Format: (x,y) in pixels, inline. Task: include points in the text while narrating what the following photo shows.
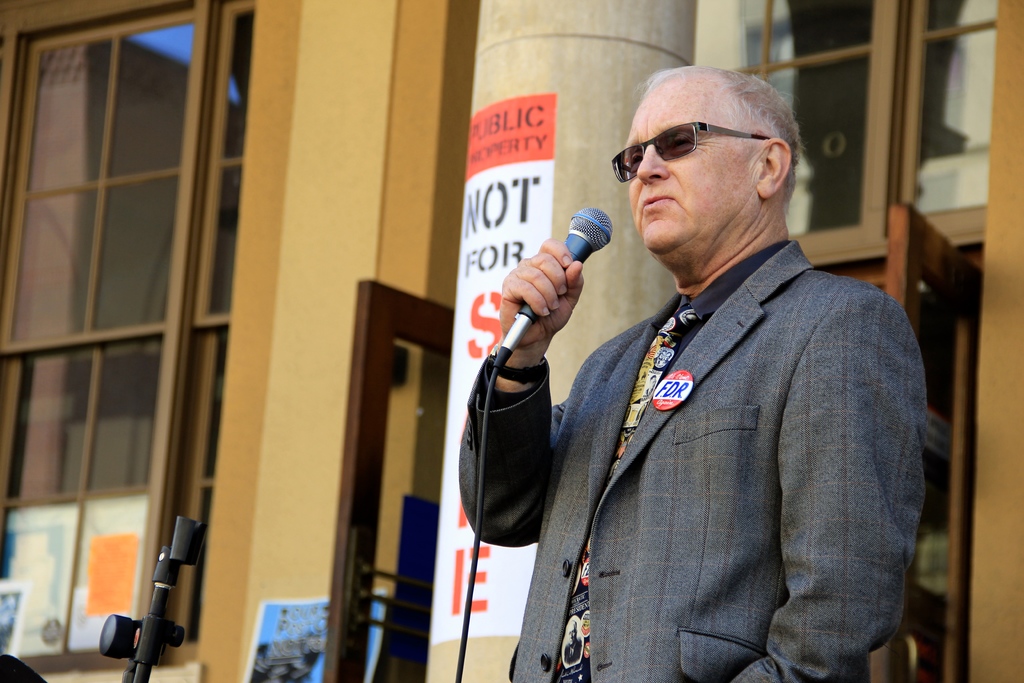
In this image there is a man (785,344) who is standing and holding the mic (585,218) in his hand (578,282). At the background (423,67) there is a wall (257,65) and a window (67,155). Beside the man (711,339) there is a pillar (562,121) to which there is a poster (498,247) attached.
